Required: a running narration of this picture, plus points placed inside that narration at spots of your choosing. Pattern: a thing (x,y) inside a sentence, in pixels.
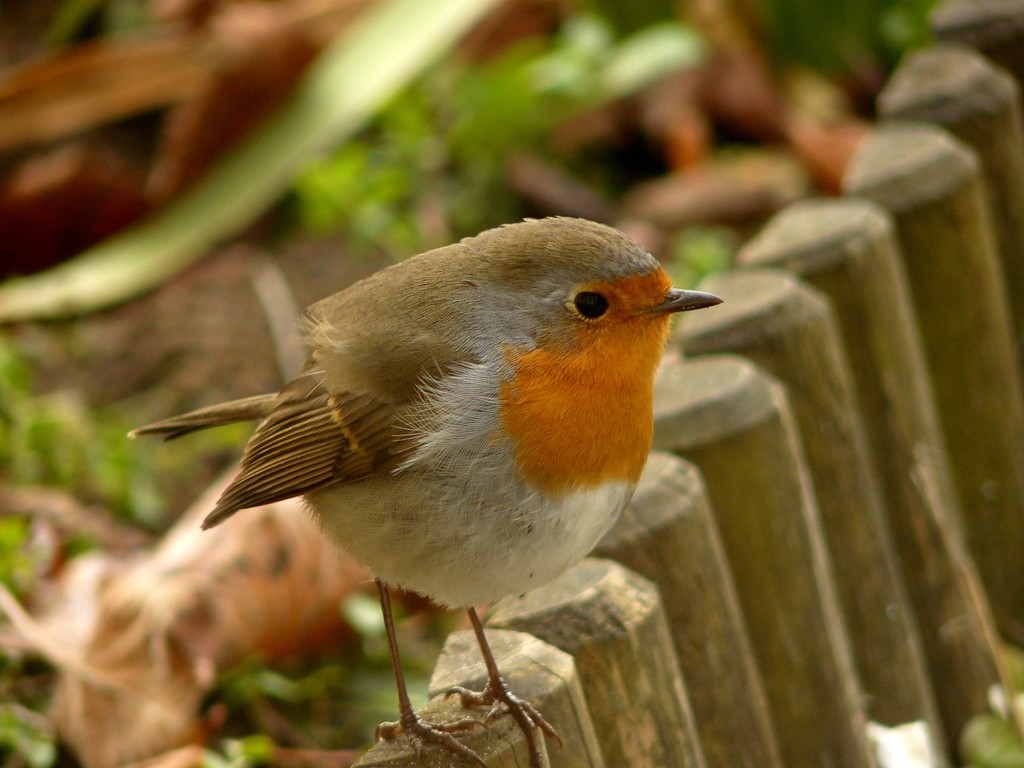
In the foreground of this image (459,478), there is a bird (458,580) on a wooden railing (755,524) and the background (144,239) is blurred.
